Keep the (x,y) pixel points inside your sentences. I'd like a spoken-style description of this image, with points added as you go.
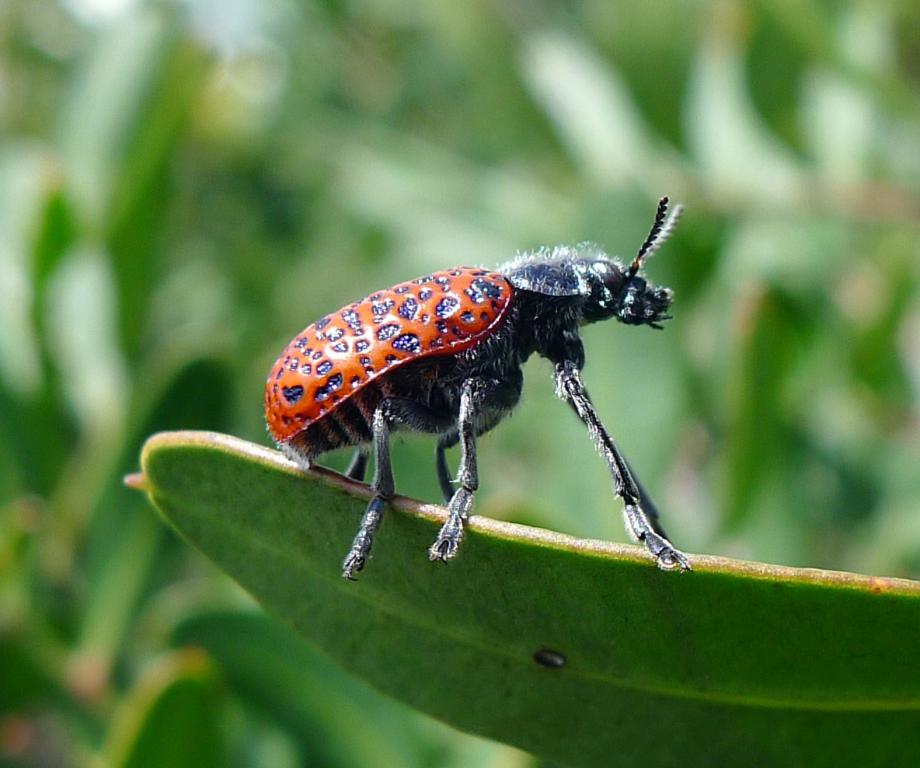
In this image we can see an insect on the leaf (535,538). There is a blur background (656,95) with greenery (766,389).
